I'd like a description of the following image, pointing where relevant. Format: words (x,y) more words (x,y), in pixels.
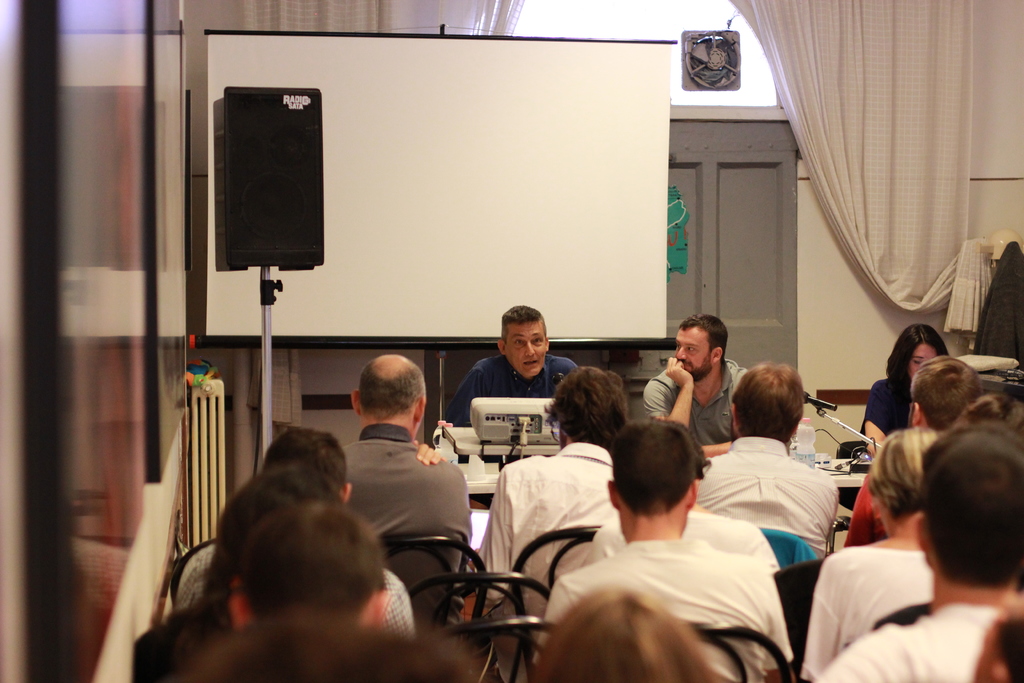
In this image we can see people (584,577) sitting on the chairs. We can also see two persons (665,382) sitting in front of the table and on the table (837,457) there is a mike (821,404), water bottles (439,434) and some other objects (824,455). In the background (502,195) we can see the display screen (482,186), curtain (822,68), door (772,274), ventilation fan (712,63) and sound box (258,209) to the stand (267,346). On the left (80,398) we can see the frames (112,418) attached to the wall (160,576).
